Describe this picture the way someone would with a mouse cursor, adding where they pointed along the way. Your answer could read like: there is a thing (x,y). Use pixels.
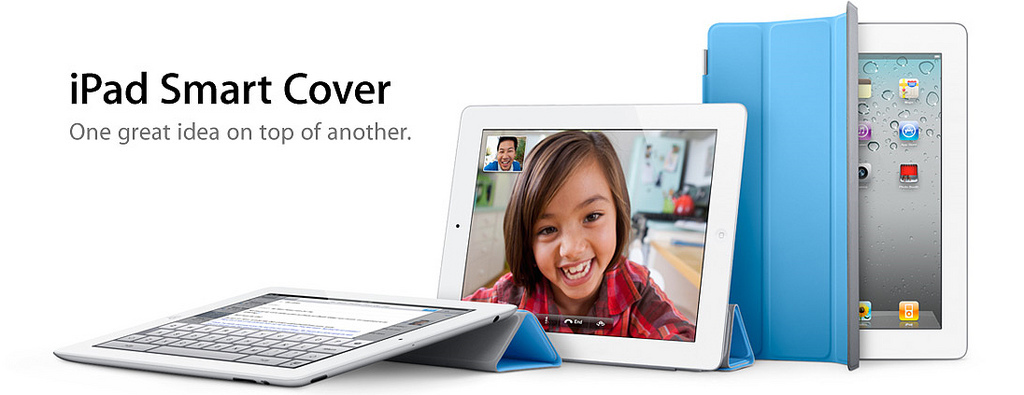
In this we can see two iPads (584,246) and one more iPad (893,325). We can also see the iPad (293,315) with a virtual keyboard screen (320,320) and the other iPad (552,230) with a girl (621,226) and also a person (521,165) and the third iPad (873,149) is showing some icons (905,97). We can also see the text (266,94) and the background of the image (283,12) is in white color.
